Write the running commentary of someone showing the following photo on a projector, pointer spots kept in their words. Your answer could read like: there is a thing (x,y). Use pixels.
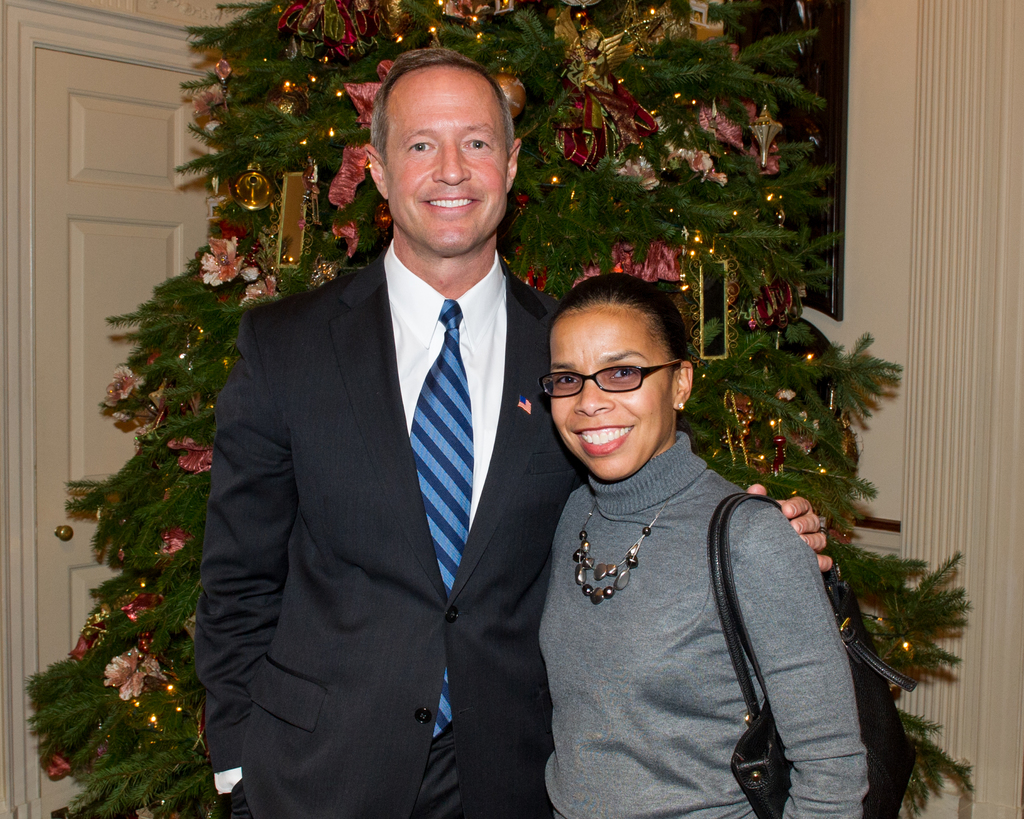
In this image there is a person (397,516) wearing a blazer (513,493) and tie (459,525). Beside him there is a woman (726,698) carrying a bag (753,781). She is wearing spectacles (608,389). Behind them there is a Christmas tree (825,391) having few decorative items (660,259) on it. Background (50,445) there is a wall (983,500) having a door (105,298).
